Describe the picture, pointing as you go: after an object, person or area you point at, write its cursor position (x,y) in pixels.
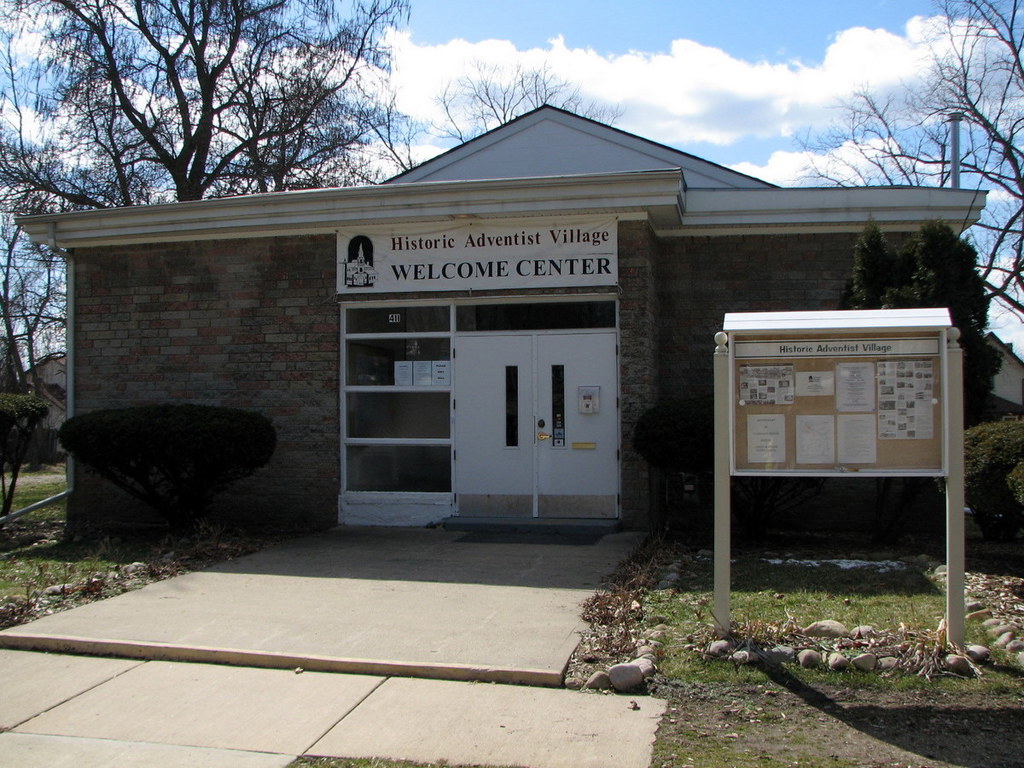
In this picture we can see a house (277,347), on the right side (878,402) there is a board (877,354), we can see some papers (864,419) pasted on the board (835,412), at the bottom (832,609) there is grass (861,595) and some stones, we can see plants (128,434) in the middle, in the background (159,138) there are trees (266,147), we can see the sky (765,40) and clouds (795,63) at the top of the picture (697,66).
